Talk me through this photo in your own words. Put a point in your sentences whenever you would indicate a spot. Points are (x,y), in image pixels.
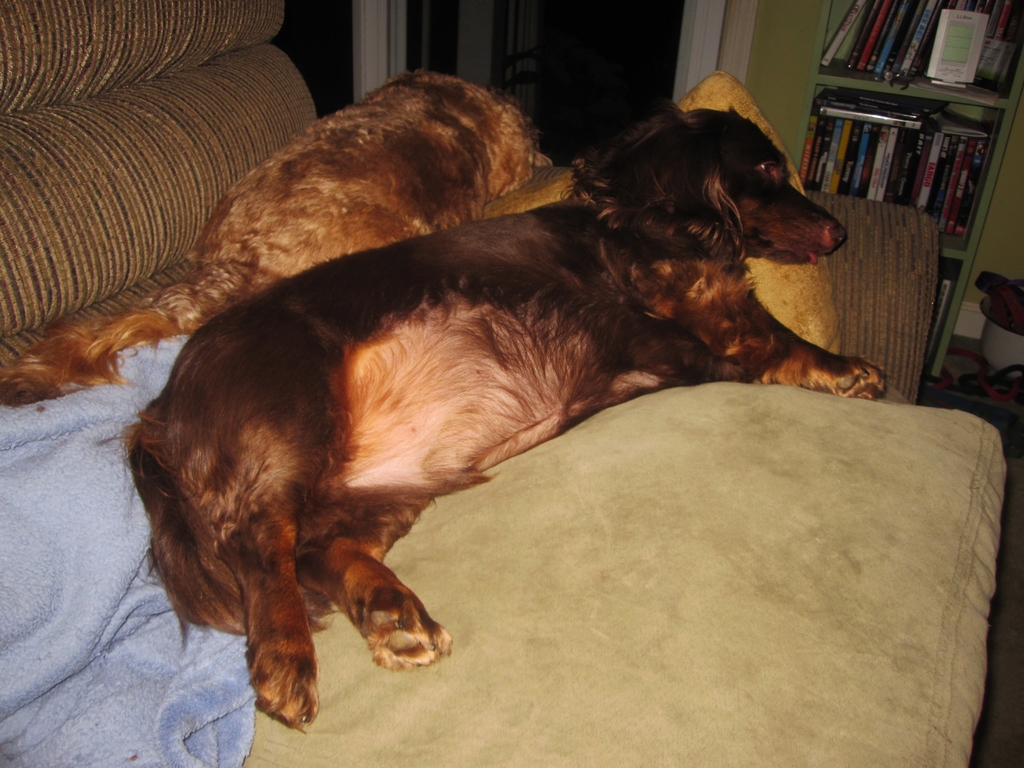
In this image i can see two animals (263,410) on the sofa (447,529), towel (13,558) on it, on the right (1009,78) there is a cupboard (989,142) with books (950,149), near that i can see the door (640,37).
